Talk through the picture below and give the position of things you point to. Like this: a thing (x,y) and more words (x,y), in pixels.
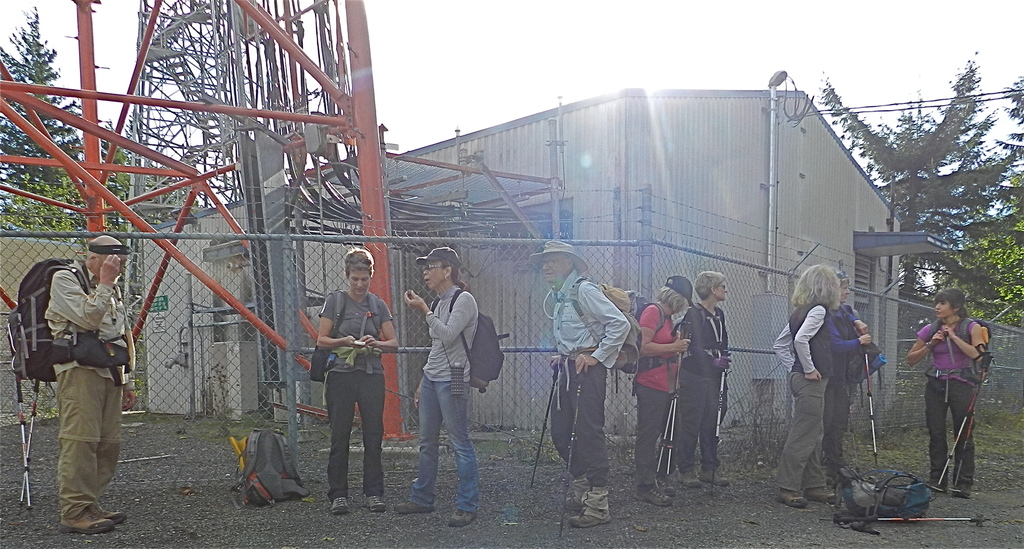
In this image there are a few people (348,405) standing on the surface (228,459) with their luggages (296,493) and few (681,411) are holding some sticks (555,380) in their hands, behind them there is a net fence (667,273), behind that there is a house (417,177) and there is a metal structure (44,143) like a tower (250,150). On the right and left side of the image (14,134) there are trees (945,193). In the background (526,18) there is the sky (597,49).
